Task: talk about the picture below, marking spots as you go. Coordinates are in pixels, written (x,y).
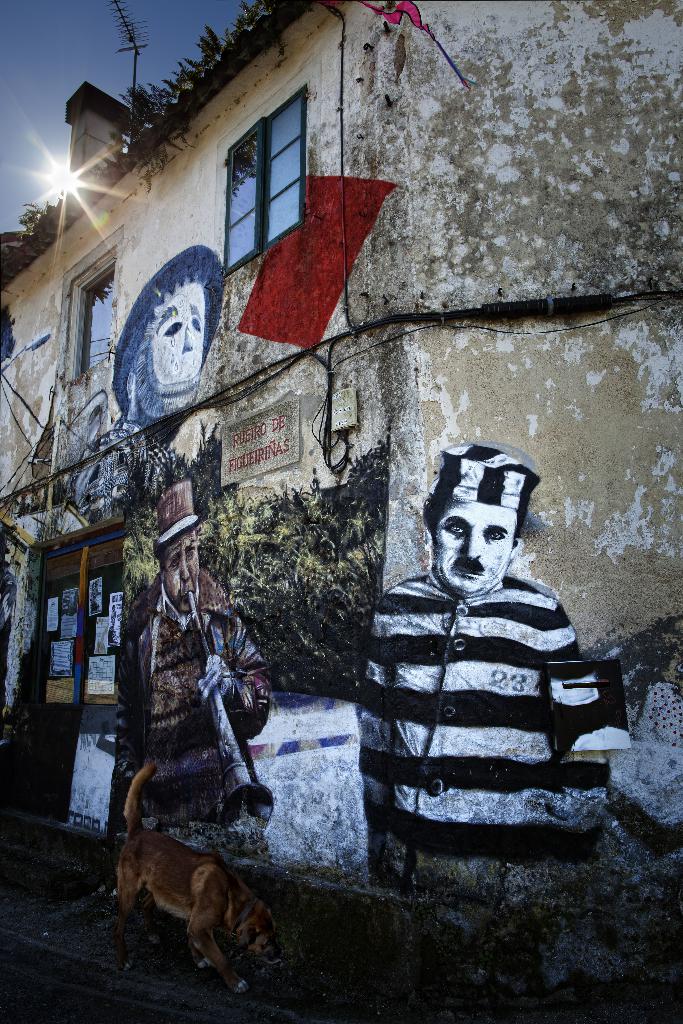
This picture might be taken from outside of the city. In this image, on the left side (163,905), we can see a dog (211,905) which is moving on the footpath (292,986). In the background (260,832), we can see a building (263,846), on that building (263,825), we can see a painting (282,688) of two men (468,621), trees (205,566), kites (302,243), we can also see a door (111,728) with some papers (100,646), windows (266,232), plants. On the top (8,13), we can see a sky (163,6).
